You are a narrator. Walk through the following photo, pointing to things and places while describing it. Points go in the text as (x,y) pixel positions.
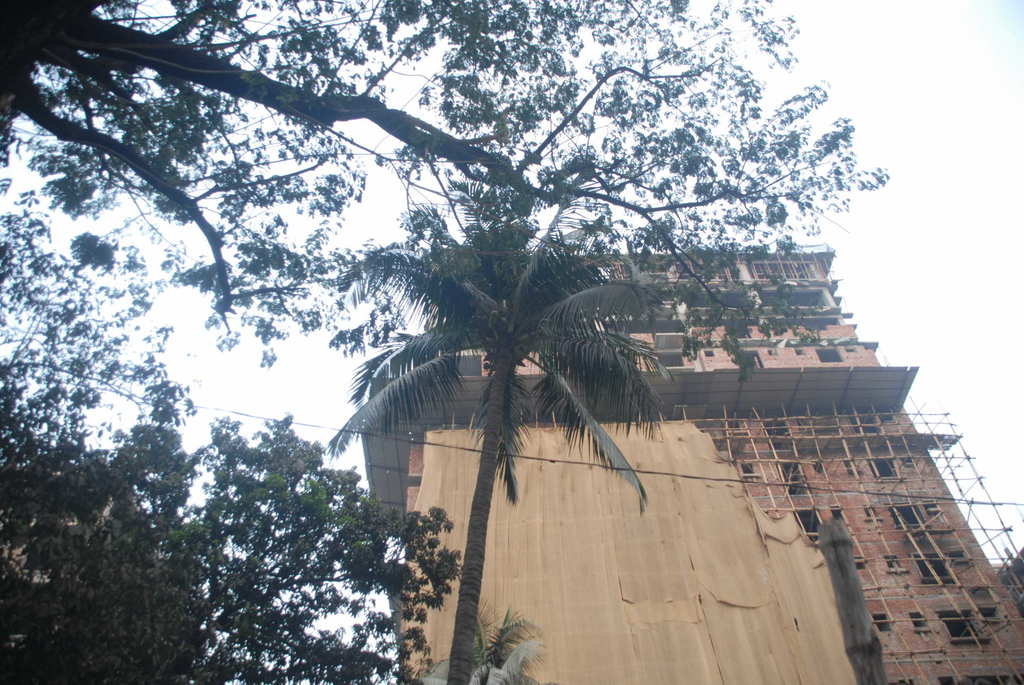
This image consists of trees (360,273) in the middle (579,334). There is building (812,432) in the middle (537,370). There is sky (879,91) at the top (818,91).
